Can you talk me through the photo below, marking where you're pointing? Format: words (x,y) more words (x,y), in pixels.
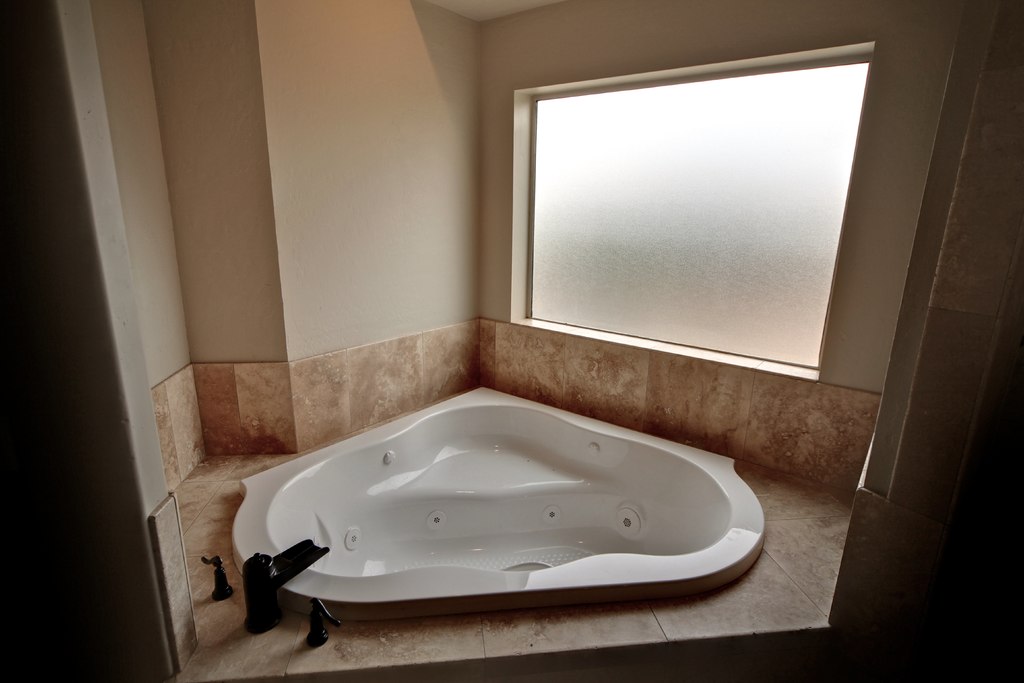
This is an inside view. At the bottom (370,535) there is a bathtub (391,528). In the background (612,200) there is a window (558,205) to the wall (300,132). Beside the bathtub (337,539) there is a tap (260,578).
